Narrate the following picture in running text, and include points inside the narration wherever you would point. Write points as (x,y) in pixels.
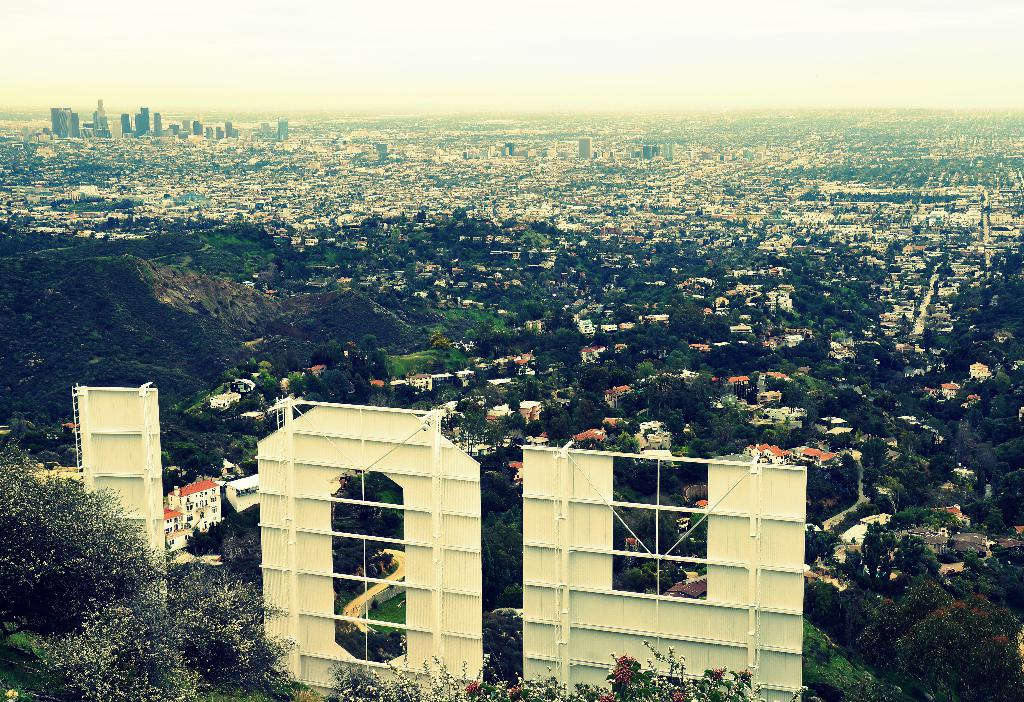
This is an image of a city view. In this image there are a few metal sheets (591,527), trees (914,403), buildings (496,251) and in the background (587,74) there is the sky (644,92).
